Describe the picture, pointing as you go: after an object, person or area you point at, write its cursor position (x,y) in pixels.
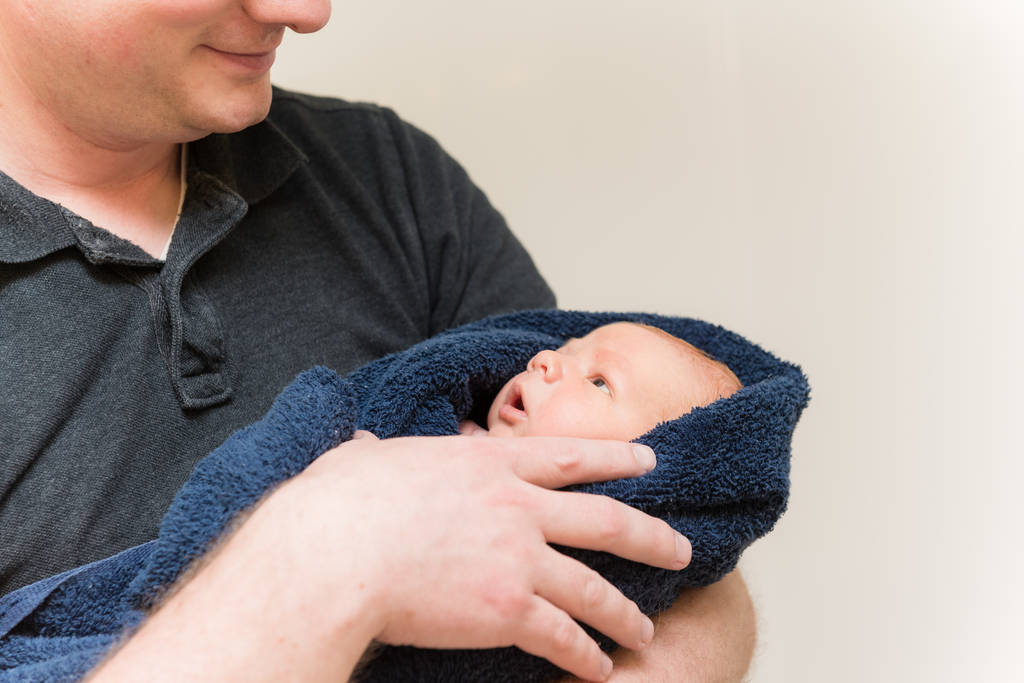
In this image, we can see a person (271,255) holding a baby (695,398) with cloth (684,451) and in the background (644,138), there is a wall (723,213).
